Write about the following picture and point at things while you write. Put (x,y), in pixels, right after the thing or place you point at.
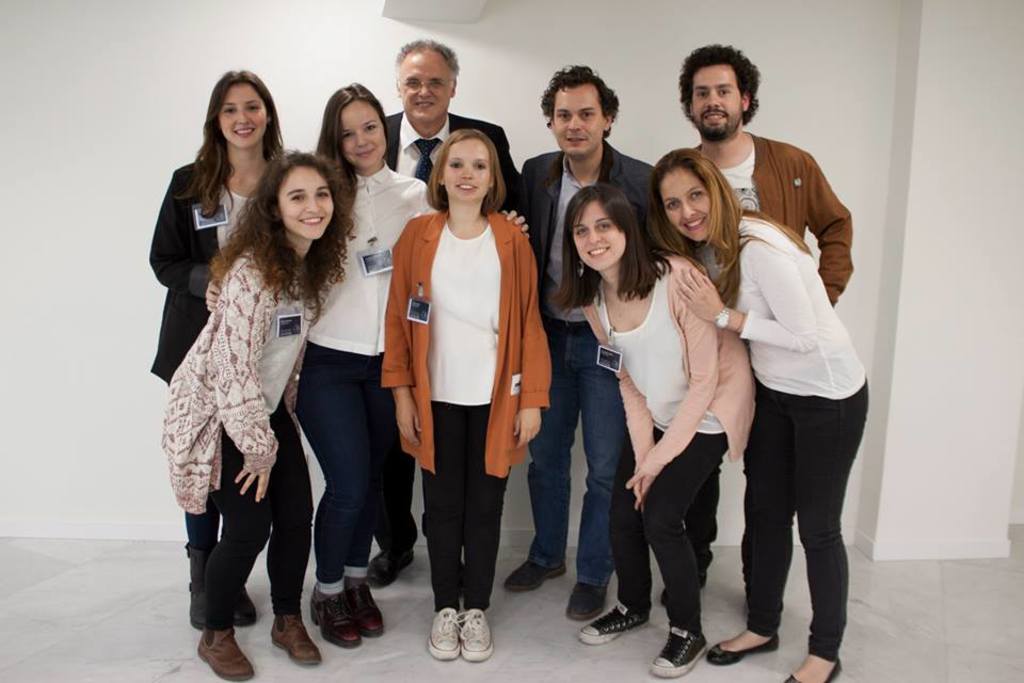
In this image I see number of people (494,201) who are standing and I see that all of them are smiling and I see the floor (974,622). In the background (19,339) I see the white wall (242,4).
